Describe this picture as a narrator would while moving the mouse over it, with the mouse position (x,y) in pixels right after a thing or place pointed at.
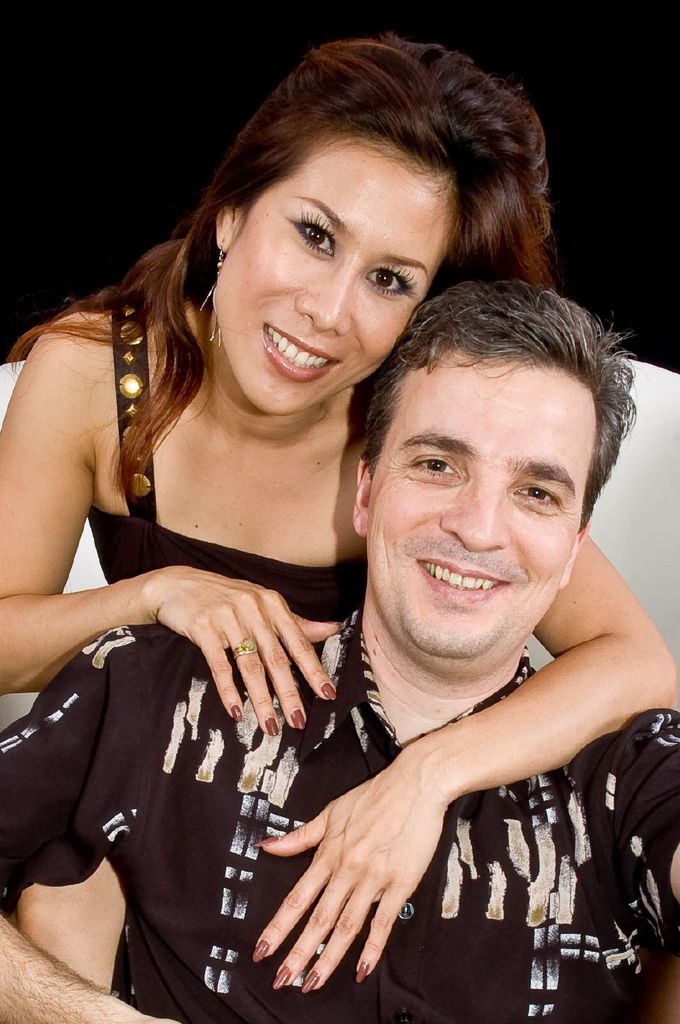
In the middle of the image (310,456) two persons (291,287) are sitting and smiling.
